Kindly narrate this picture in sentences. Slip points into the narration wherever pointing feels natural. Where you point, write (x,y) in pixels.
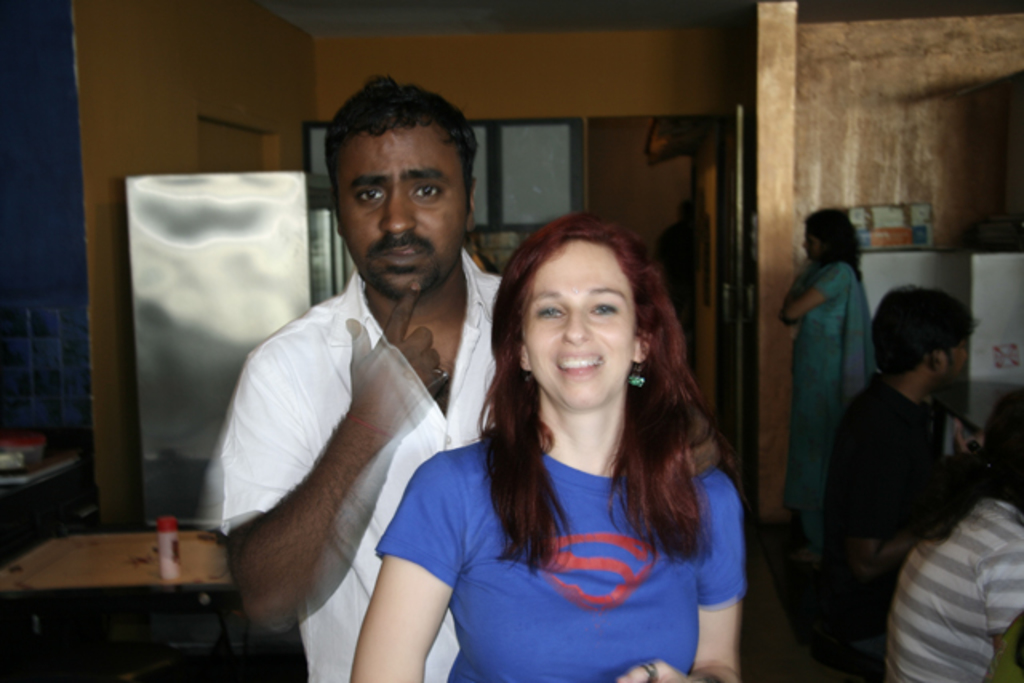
In this image there is a man (427,381) and a woman (510,448) standing and the back ground (935,307) there are 2 persons (890,307) sitting, a woman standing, table (43,564), door (725,132).
